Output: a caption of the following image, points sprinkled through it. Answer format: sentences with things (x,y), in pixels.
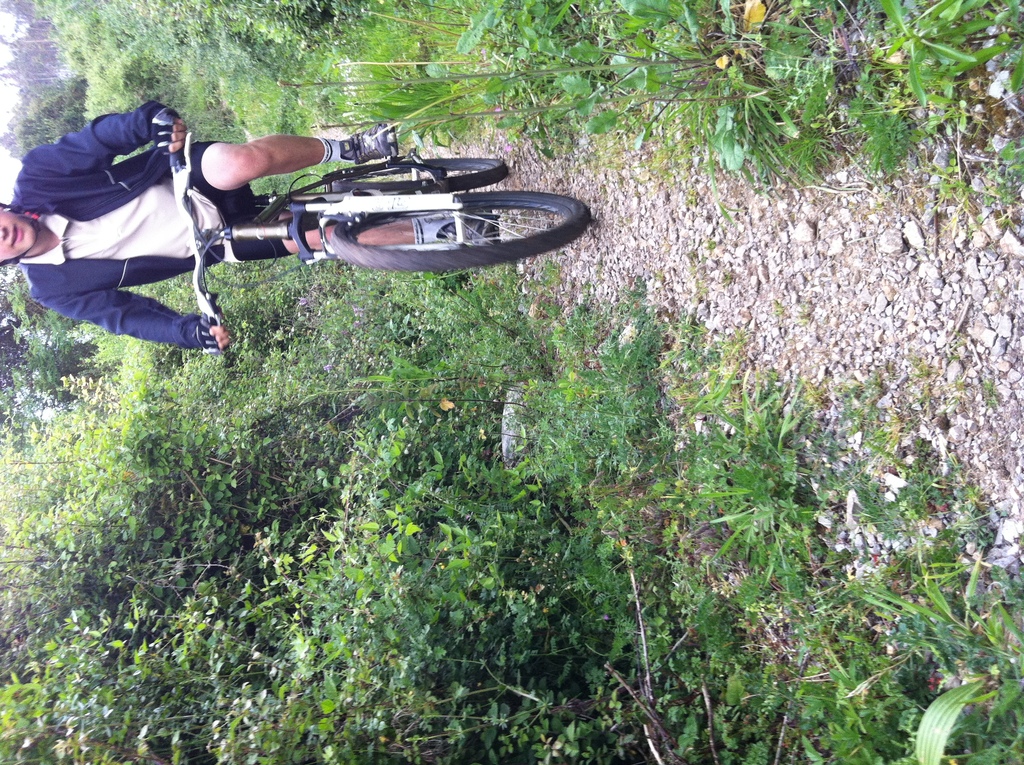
In this image I can see a person (163,123) cycling his cycle (332,225). I can also see number of trees (28,48) around him.
